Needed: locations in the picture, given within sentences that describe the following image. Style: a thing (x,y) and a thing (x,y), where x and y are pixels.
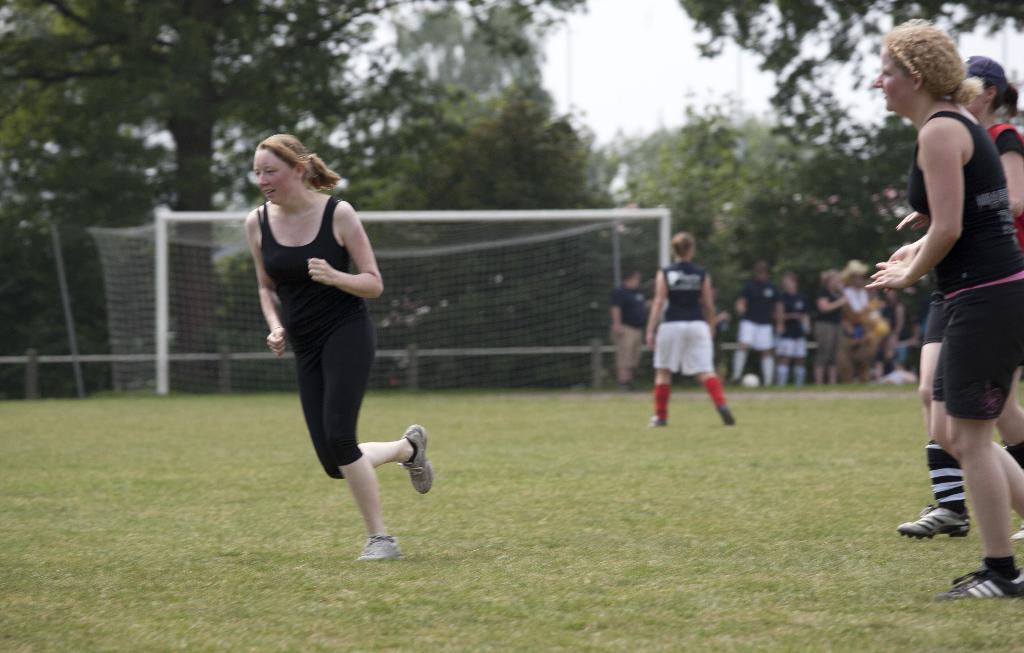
This woman (371,539) running and these two people (941,343) are walking on the grass (447,476). In the background (564,280) we can see people (761,279), net (564,279), trees (742,278) and sky (614,63).
